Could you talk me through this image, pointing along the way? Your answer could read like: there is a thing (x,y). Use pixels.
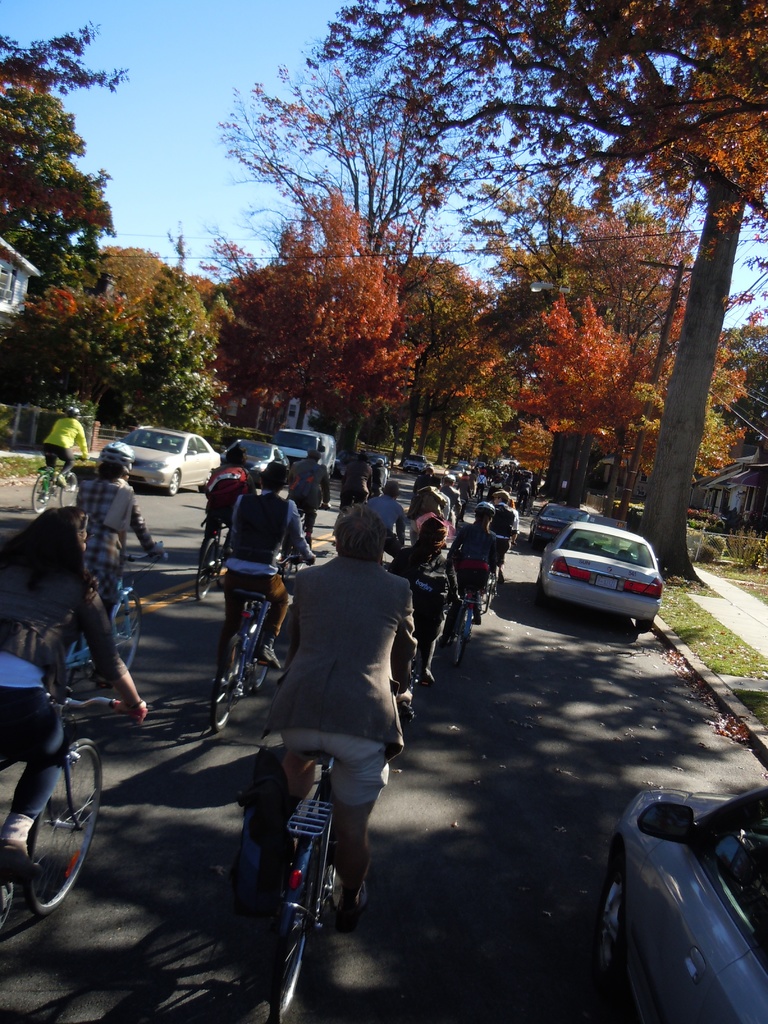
In this image there are people (438,603) cycling on a road (464,693) and there are vehicles (583,604), in the background (381,414) there are trees (510,356) and the sky (264,190).
